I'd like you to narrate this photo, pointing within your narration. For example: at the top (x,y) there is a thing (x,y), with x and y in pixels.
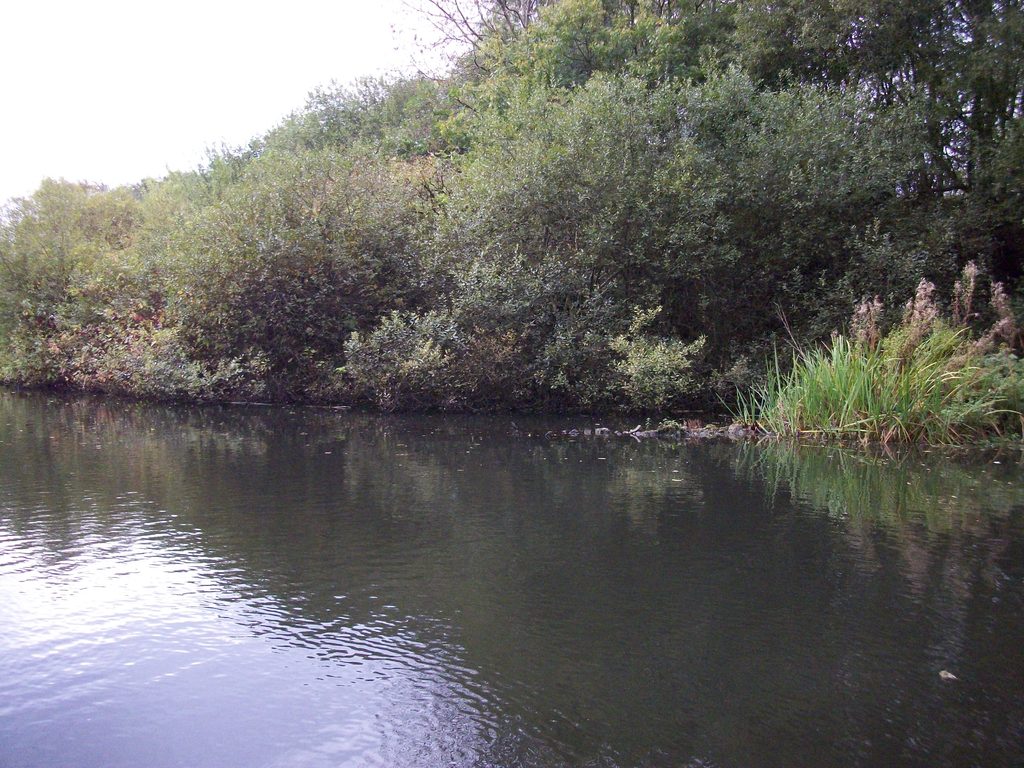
In this image at the bottom (612,698) we can see water (590,582). In the background (351,338) there are trees (505,265), plants (41,356), grass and sky (190,14).
